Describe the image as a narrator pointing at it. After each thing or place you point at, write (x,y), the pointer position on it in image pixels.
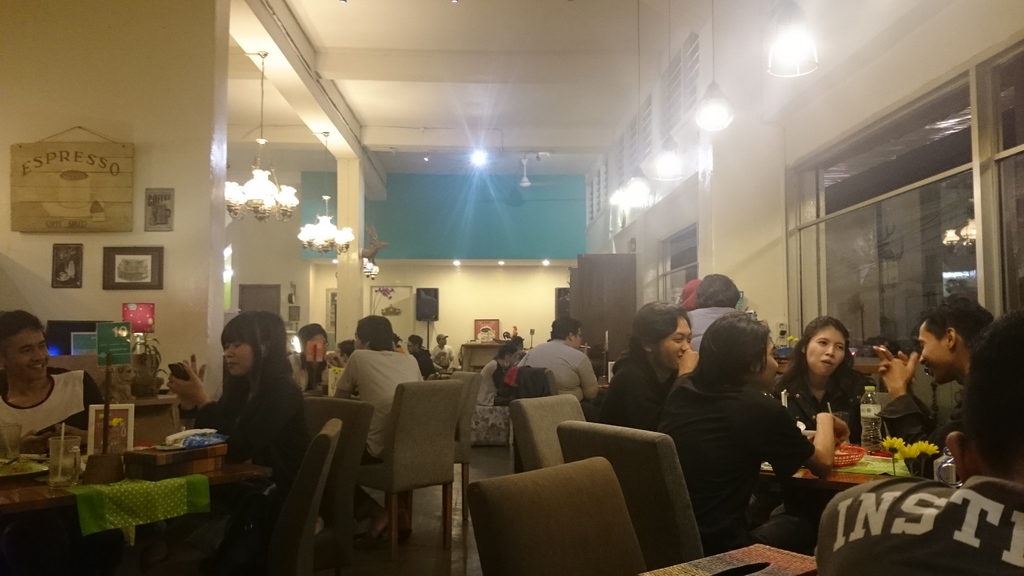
In this image, there are some persons (696,396) sitting on the chair (638,435). There is table (866,481) in front of these persons (893,377). This table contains a water bottle (869,399). There is an another table (13,499) contains a glass (58,471). There is a speaker (425,316) and photo frame (121,284) attached to the wall (129,298). On the top (529,173) there is a light (484,158) and fan (531,186).
